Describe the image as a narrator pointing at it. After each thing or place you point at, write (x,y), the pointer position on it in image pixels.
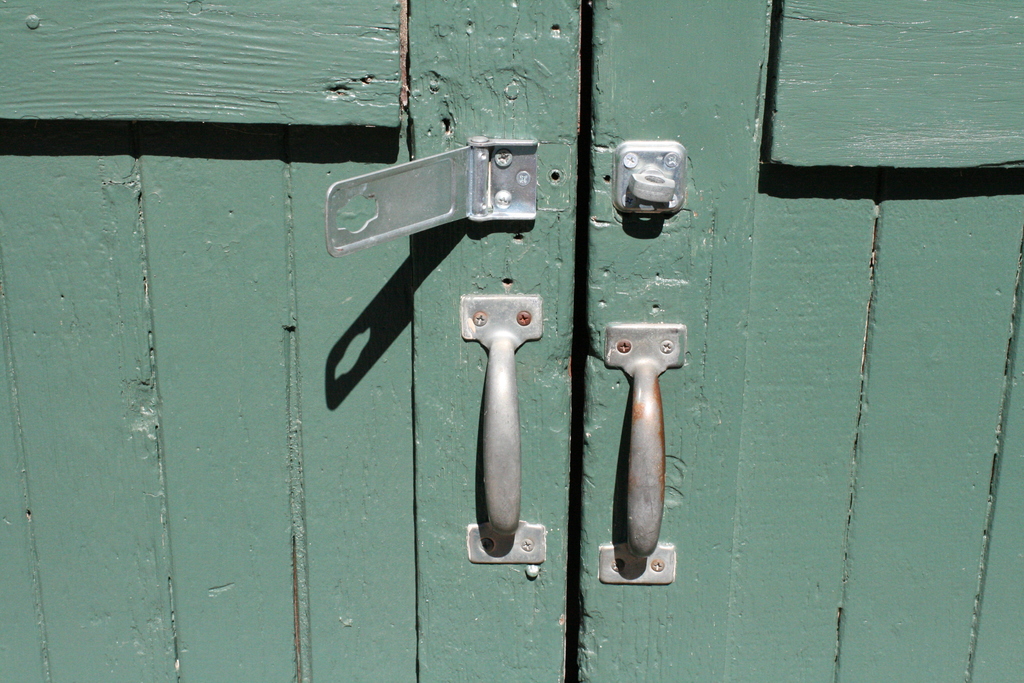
In this image we can see handles (635,453) and hook (499,208) to a door (445,326).
